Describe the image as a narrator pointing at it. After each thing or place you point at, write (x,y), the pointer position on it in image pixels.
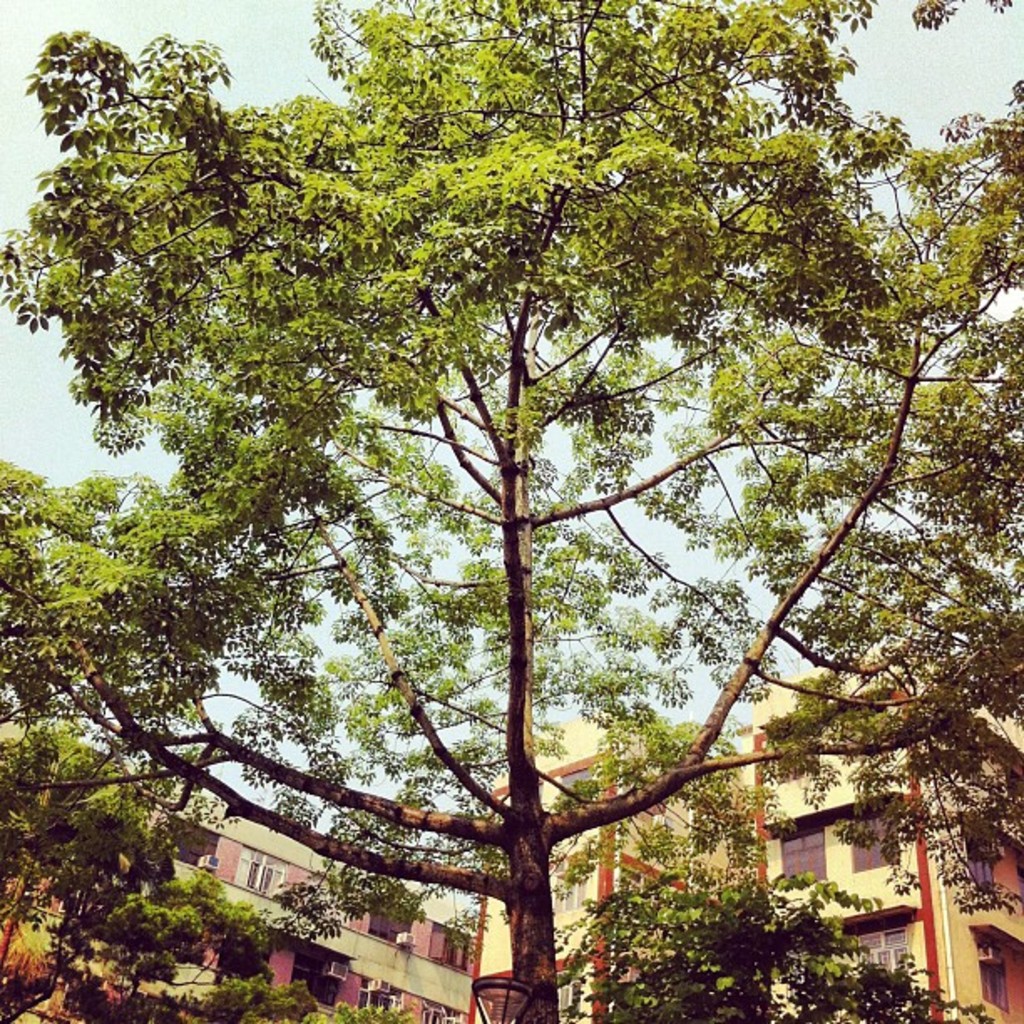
In this image we can see there are so many buildings (204,986) and trees (51,995).
